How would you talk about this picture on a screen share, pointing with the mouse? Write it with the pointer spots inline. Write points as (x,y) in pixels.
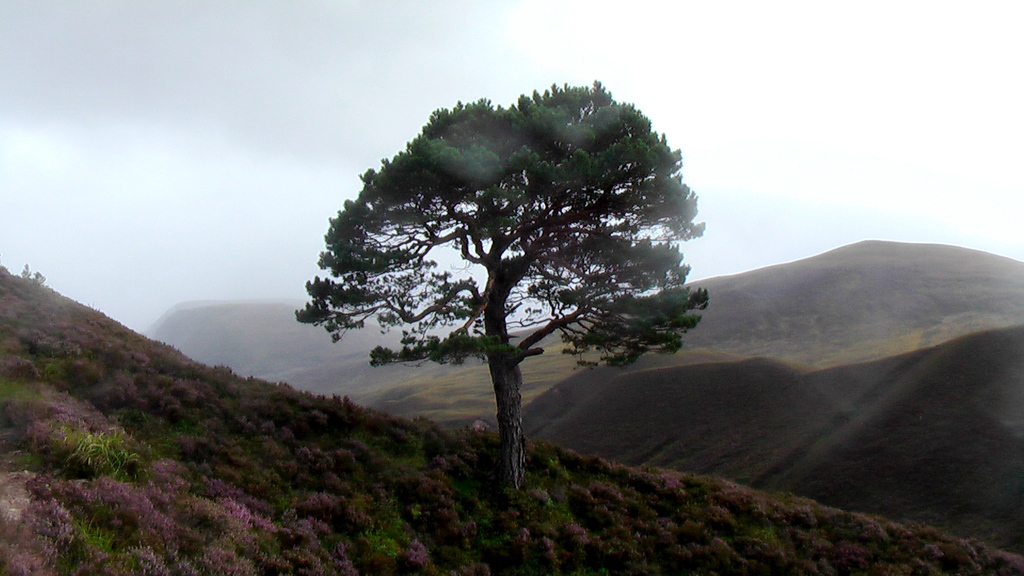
There are plants (444,482) and a tree (473,310) in the foreground area of the image (473,310). There are mountains (688,402) and the sky (565,52) in the background (591,83).
